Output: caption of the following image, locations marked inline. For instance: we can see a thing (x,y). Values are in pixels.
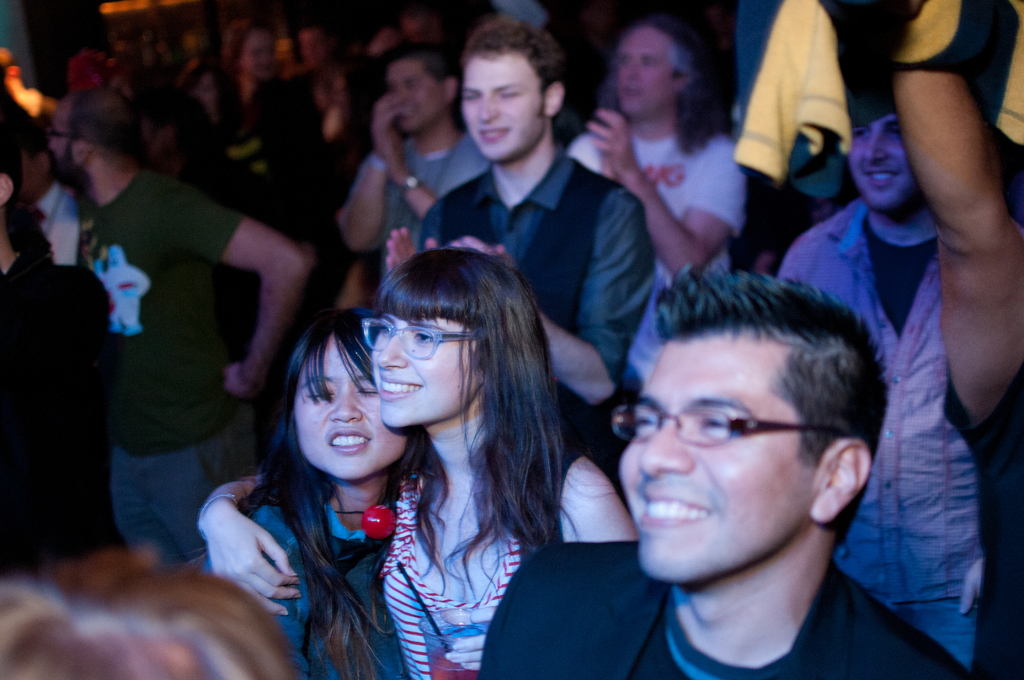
In this picture we can see some people (272,294) are standing, some of them are smiling, a person (1004,334) on the right side (962,267) is holding a cloth (875,85), two persons (751,565) in the front (610,616) are wearing spectacles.
